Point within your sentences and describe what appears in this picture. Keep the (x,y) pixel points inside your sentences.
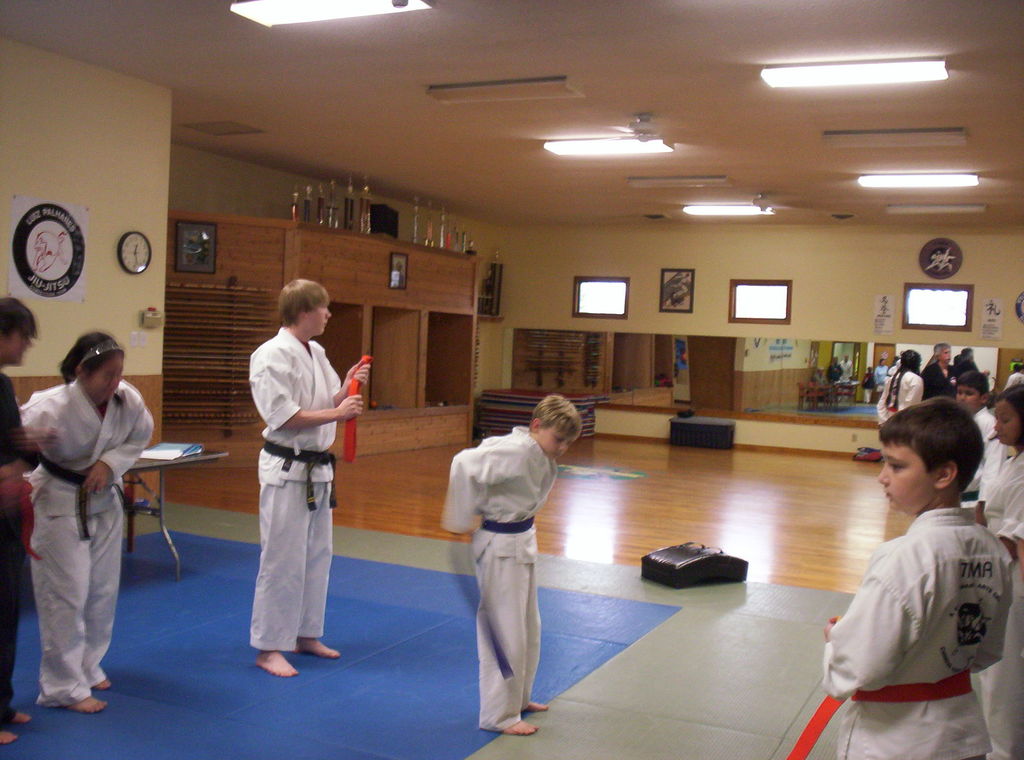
This picture describes about group of people (887,439), beside to them we can see a file (168,448) on the table (174,465) and few trophies (413,235) on the cupboards (442,300), and also we can see a wall clock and few paintings (936,263) on the wall (871,272), on top of them we can find few lights (815,64).
